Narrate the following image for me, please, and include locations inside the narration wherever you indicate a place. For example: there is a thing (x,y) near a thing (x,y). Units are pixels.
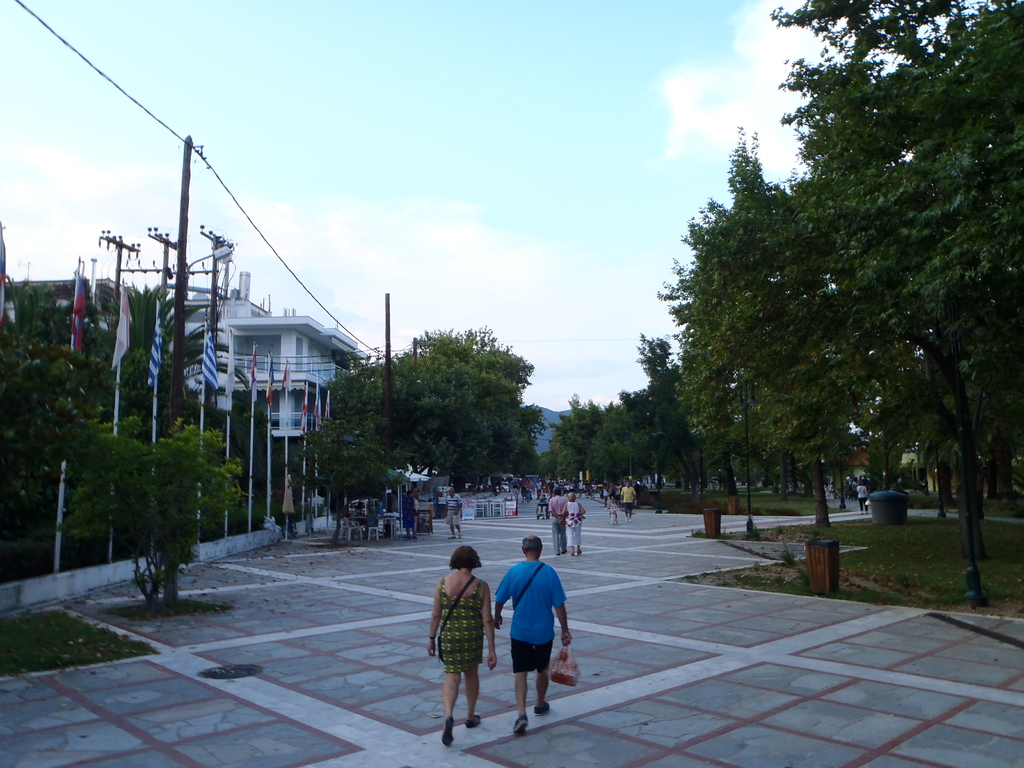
In this image we can see many people (531,620). Some are holding bags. On the sides there are trees (634,473). Also there are dustbins (809,553). On the left side (171,352) we can see flags (157,354) with poles (270,436) and electric poles (118,271) with wires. And there is a building (244,320). In the background (483,179) there is sky (483,179) with clouds (461,220).
